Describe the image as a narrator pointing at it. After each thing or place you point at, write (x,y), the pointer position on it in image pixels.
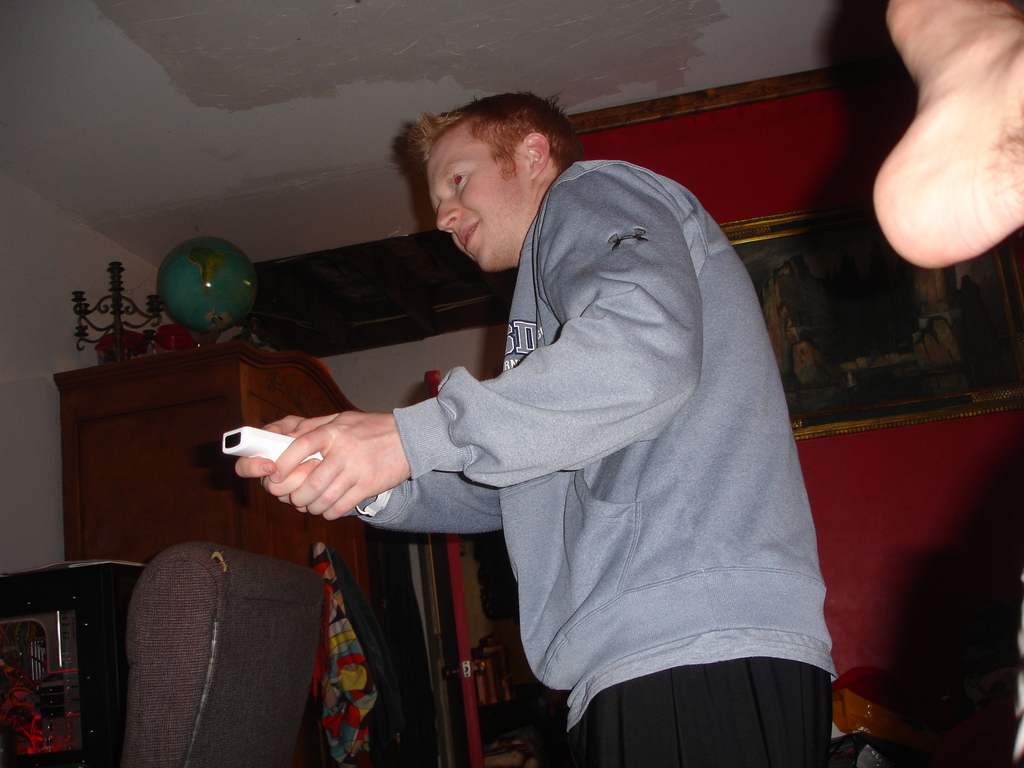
In this image I can see a man (596,457) is standing and holding an object (322,457) in the hands (324,459). The man (665,466) is wearing a jacket (672,518). In the background (272,384) I can see a chair (249,644) cupboard (238,423) which has some objects (211,327) and clothes (325,632). I can see a photo (869,347) on the wall (870,444). Here I can see some other objects (921,712) on the floor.
